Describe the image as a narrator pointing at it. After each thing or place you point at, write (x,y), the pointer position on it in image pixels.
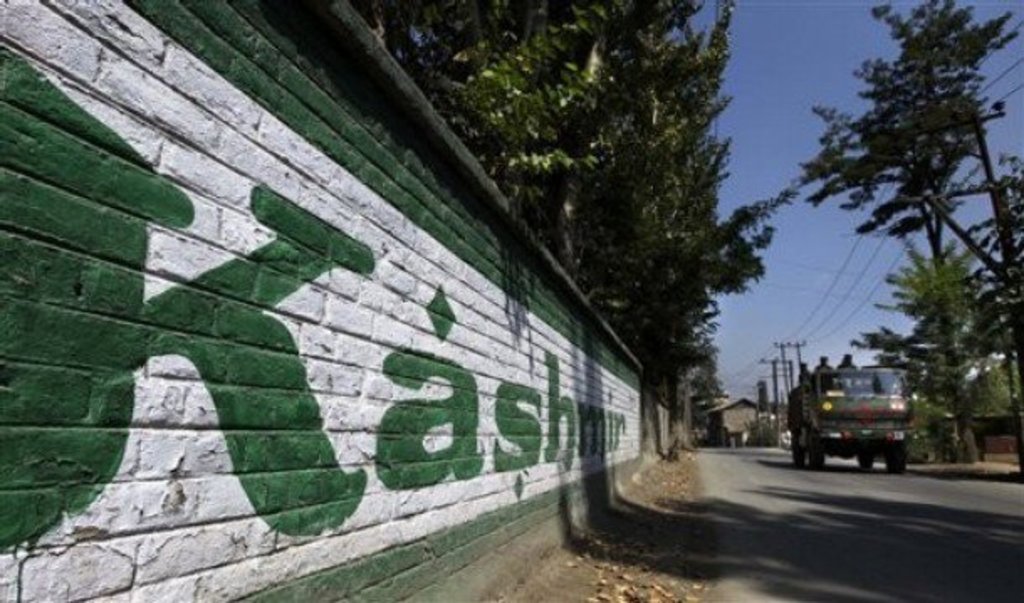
In this image I can see a road (803,501) and a wall (411,411) with some text (268,368) and some trees (603,139) on both sides of the image. At the top of the image (791,62) I can see the sky (805,60) and I can see a vehicle (878,394) and some people (823,365) standing in the vehicle (882,414).
